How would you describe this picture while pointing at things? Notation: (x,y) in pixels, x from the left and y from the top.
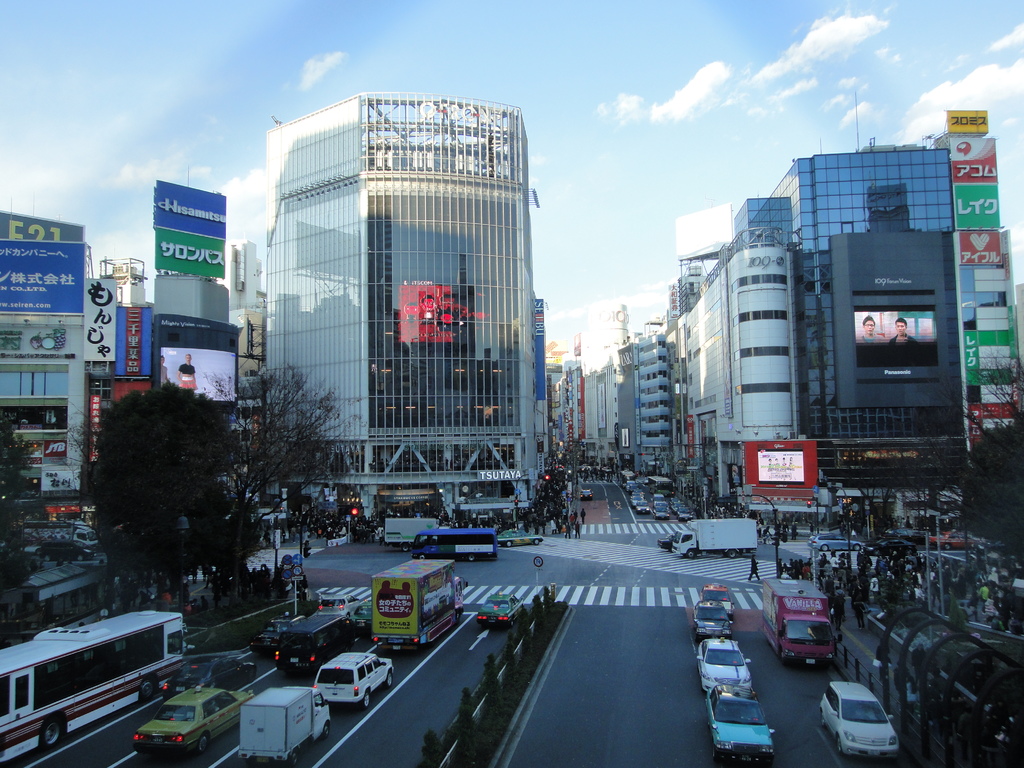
In this picture we can see group of people (873,597) and few vehicles (699,609) on the road (574,654), in the background (201,482) we can find few trees (215,496), sign boards (807,475), hoardings (807,475), traffic lights (817,500) and buildings (623,448).
